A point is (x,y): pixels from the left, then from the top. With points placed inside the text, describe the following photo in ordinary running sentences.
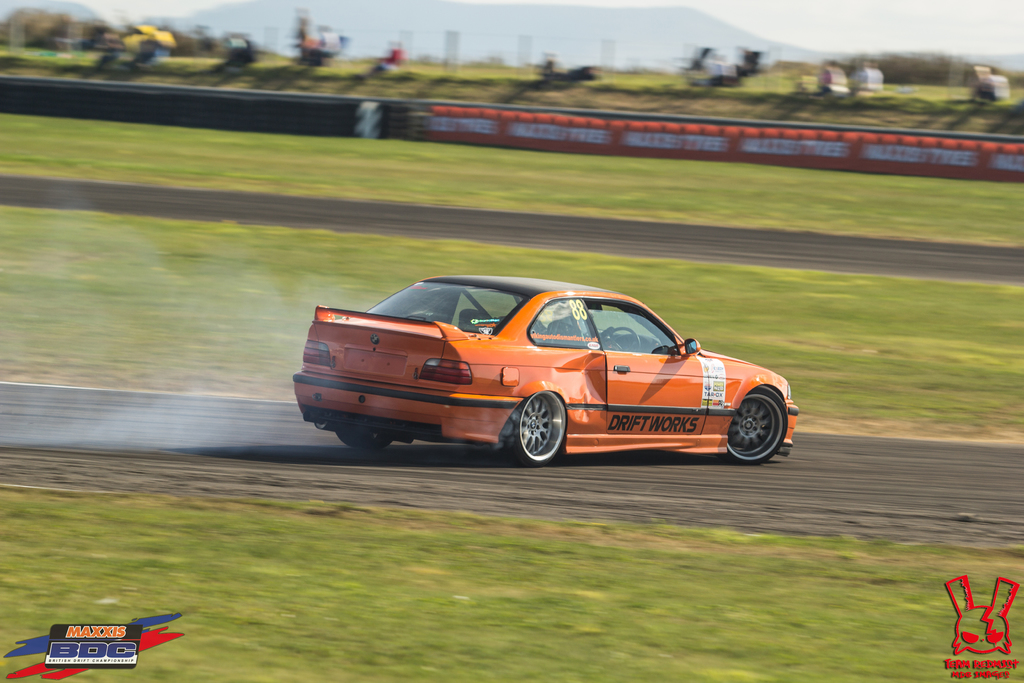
In this picture we can see the orange color car (579,364) on the racing track (559,466). Behind there is a blur background (617,258). On the bottom side of the image (57,637) there are two watermarks (70,635).
